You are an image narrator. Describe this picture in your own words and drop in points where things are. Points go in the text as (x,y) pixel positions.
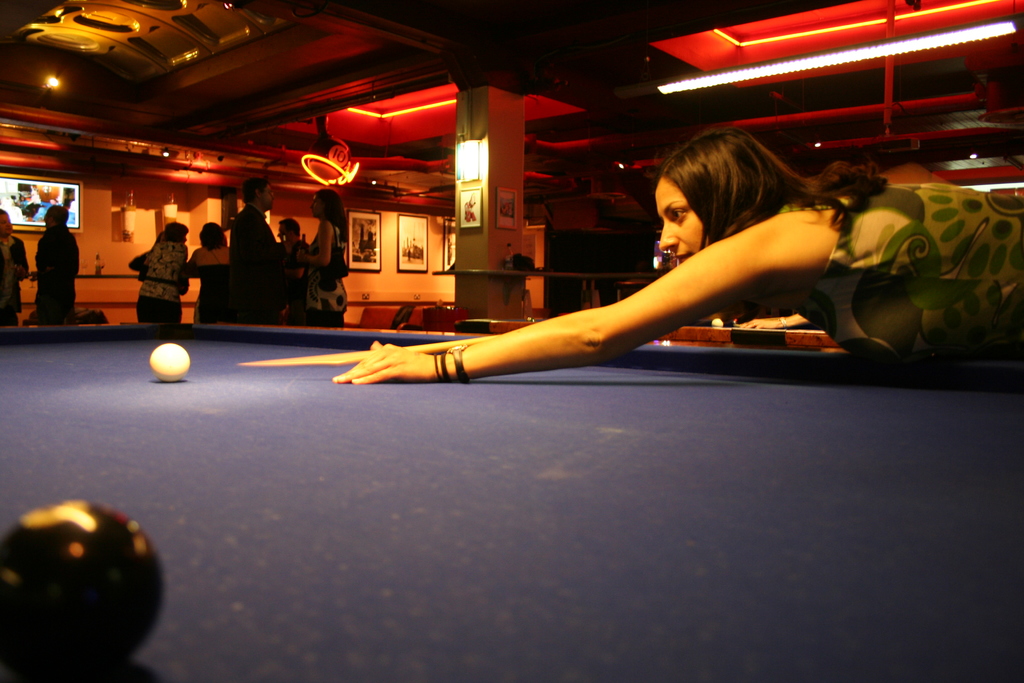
In this image I can see the person (619,305) standing in-front of the billiards (415,490). The person (526,366) is holding the stick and there is white color ball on the table (359,425). In the back (267,279) I can see few more people (170,286) with different color dresses (204,312). I can see the screen (24,220) and boards (376,225) to the wall (392,217). In the top (58,77) there are some lights (372,111).
